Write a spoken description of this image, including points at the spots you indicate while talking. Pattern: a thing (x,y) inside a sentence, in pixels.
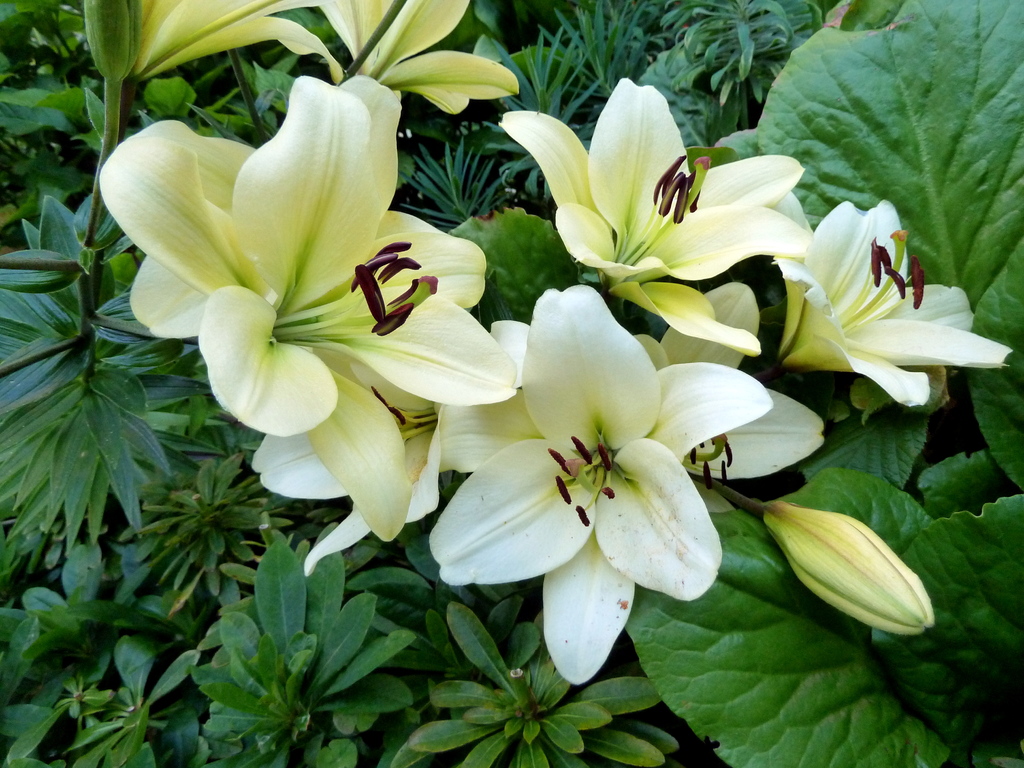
In the middle of this image (611,325), there are white colored flowers (248,238) of the plants (584,237), which are having green color leaves (685,683). In the background (105,578), there are plants (102,470) having green color leaves (94,456).
